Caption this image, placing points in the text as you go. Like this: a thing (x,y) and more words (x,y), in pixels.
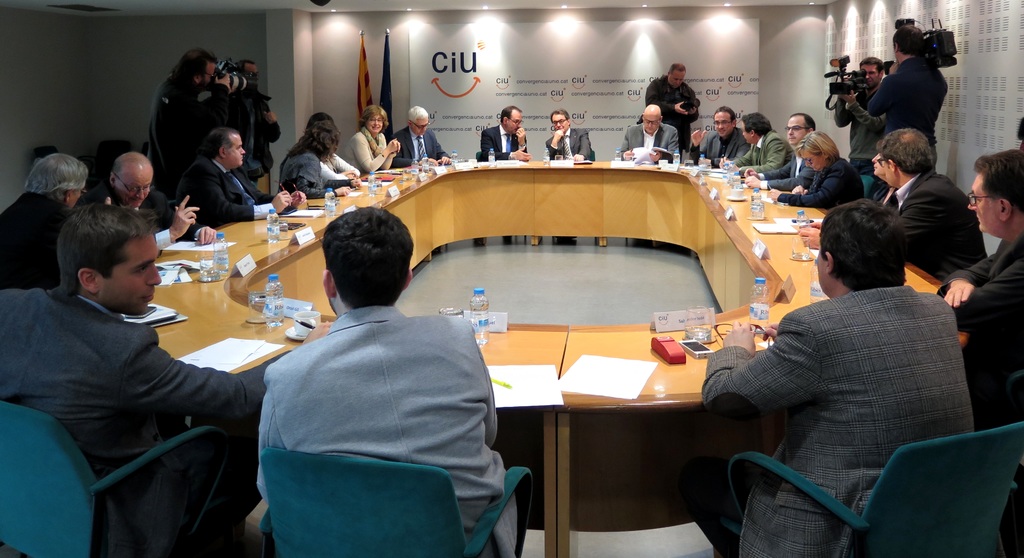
In this picture there are a group of people (896,371) sitting in a circular manner and discussing.
